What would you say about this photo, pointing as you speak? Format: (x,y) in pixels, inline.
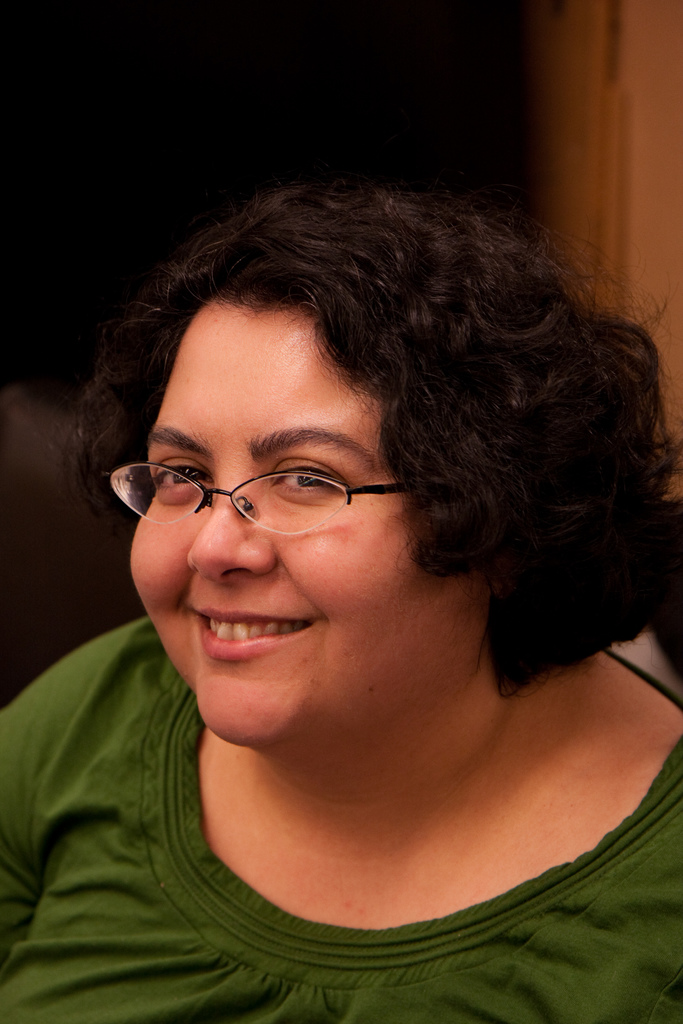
In this image in the foreground (431,548) there is a woman (293,598) wearing a spectacle (312,495), she is smiling.
